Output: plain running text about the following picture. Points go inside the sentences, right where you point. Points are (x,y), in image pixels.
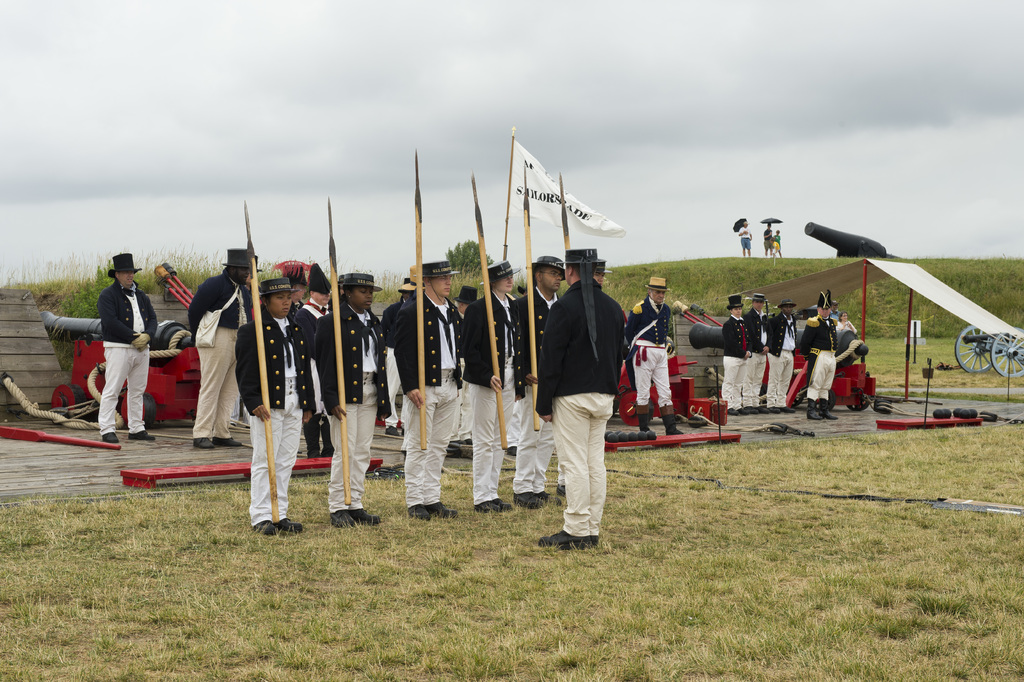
In the image there are many people (278,374) in black jacket (335,364) and white pants (425,469) standing on the grassland (970,677) holding a stick (421,296), in the back (165,384) there is a cannon (85,330) and a white flag (536,205), on the right side (751,276) there is a hill (897,294) and three standing people (766,246) standing in front of a cannon (836,239) and above its sky (603,88) with clouds (799,140).
